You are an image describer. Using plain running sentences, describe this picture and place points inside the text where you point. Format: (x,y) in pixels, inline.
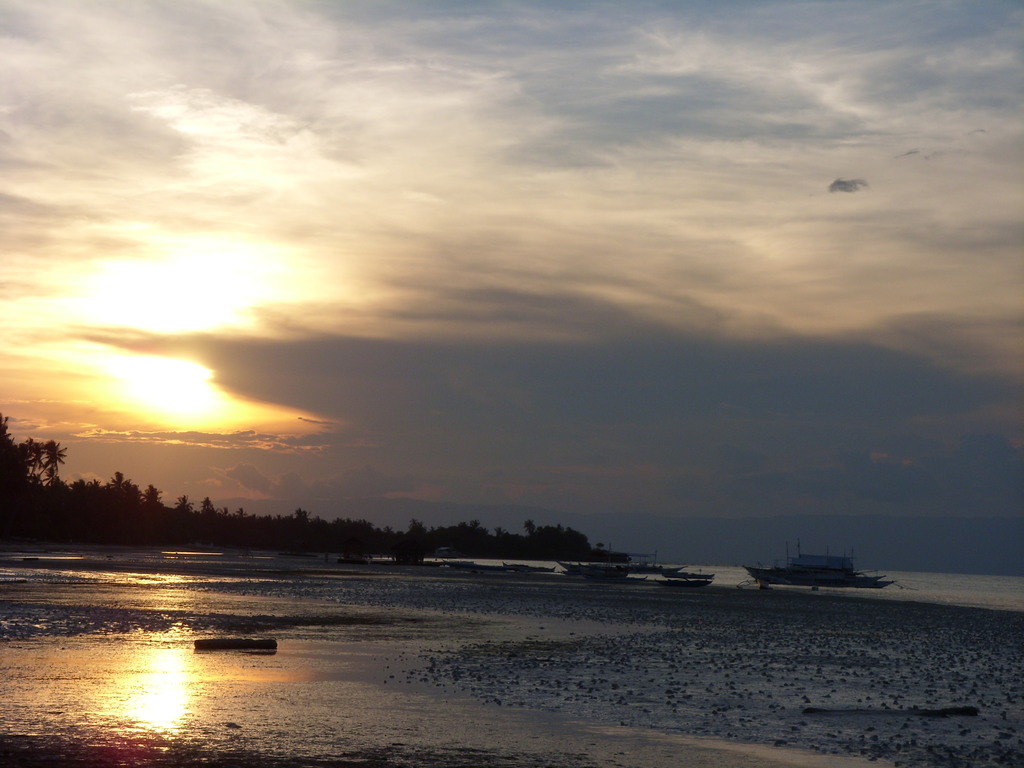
This picture is taken on a sea shore (499,619). On the shore (511,579) there are boats (615,576). Towards the left (49,534) there are trees (481,543). On the top (559,89), there is a sky (668,123) with clouds (571,186).
